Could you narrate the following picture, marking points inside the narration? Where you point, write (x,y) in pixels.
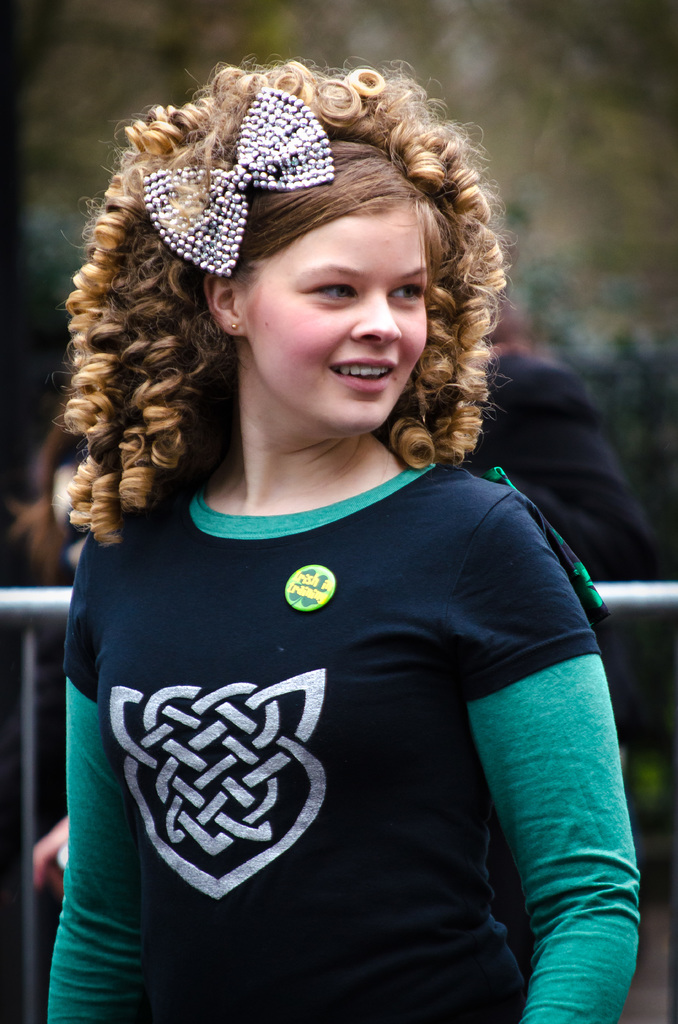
In this picture we can see a woman (371,745) is standing and smiling in the front (341,608), there is a blurry background (644,59).
